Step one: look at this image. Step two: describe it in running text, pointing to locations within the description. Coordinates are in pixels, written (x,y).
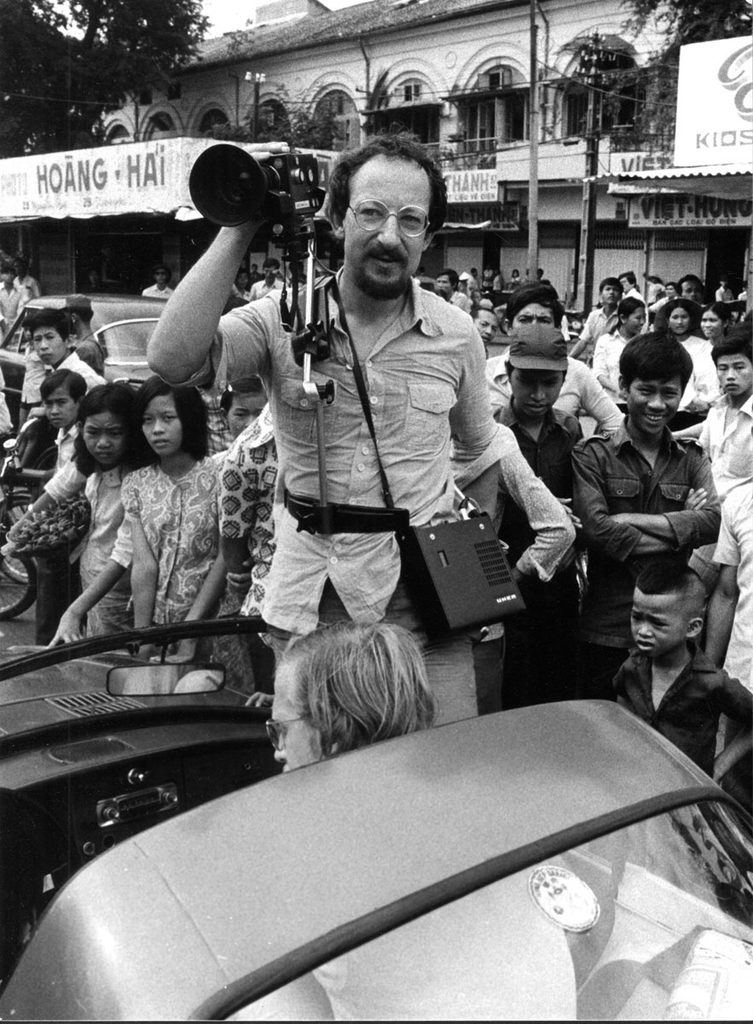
In this image there is a person (280,421) standing on the vehicle (288,958) and holding a camera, and in the background (230,471) there are group of people (230,471) standing, buildings (500,41), poles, name boards (736,83), trees (181,21), sky (233,4).
